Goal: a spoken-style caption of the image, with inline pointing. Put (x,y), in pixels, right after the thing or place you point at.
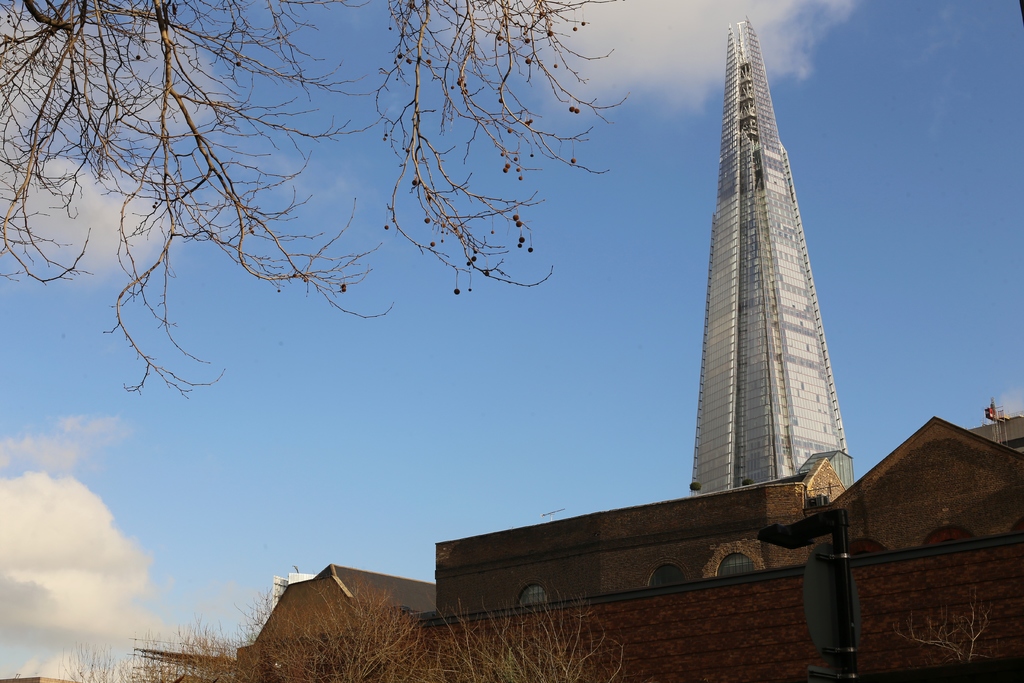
In this picture we can see some buildings (786,606) and we can see a tower (775,473), side we can see some trees (368,650).
